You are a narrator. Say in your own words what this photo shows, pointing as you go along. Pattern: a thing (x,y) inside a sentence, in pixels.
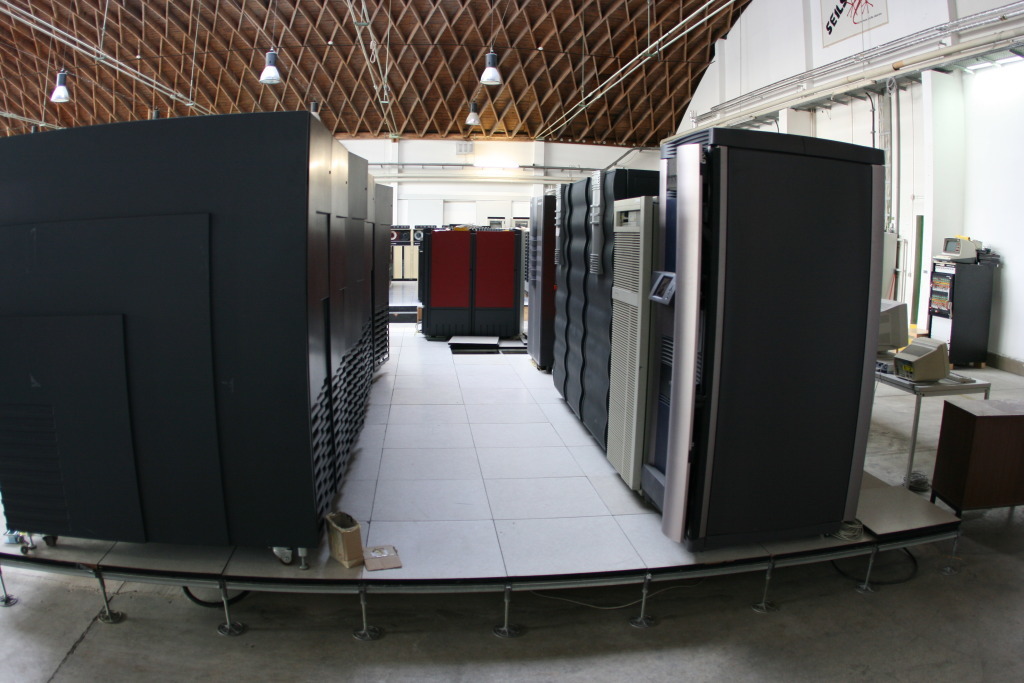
In this image I can see the machines (341,338) which are in black, red and cream color. I can see the lights (489,81) in the top (500,82). To the right (909,367) there are systems (897,356) on the table (914,382). I can see the another machine (939,294) and board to the wall (940,171).
